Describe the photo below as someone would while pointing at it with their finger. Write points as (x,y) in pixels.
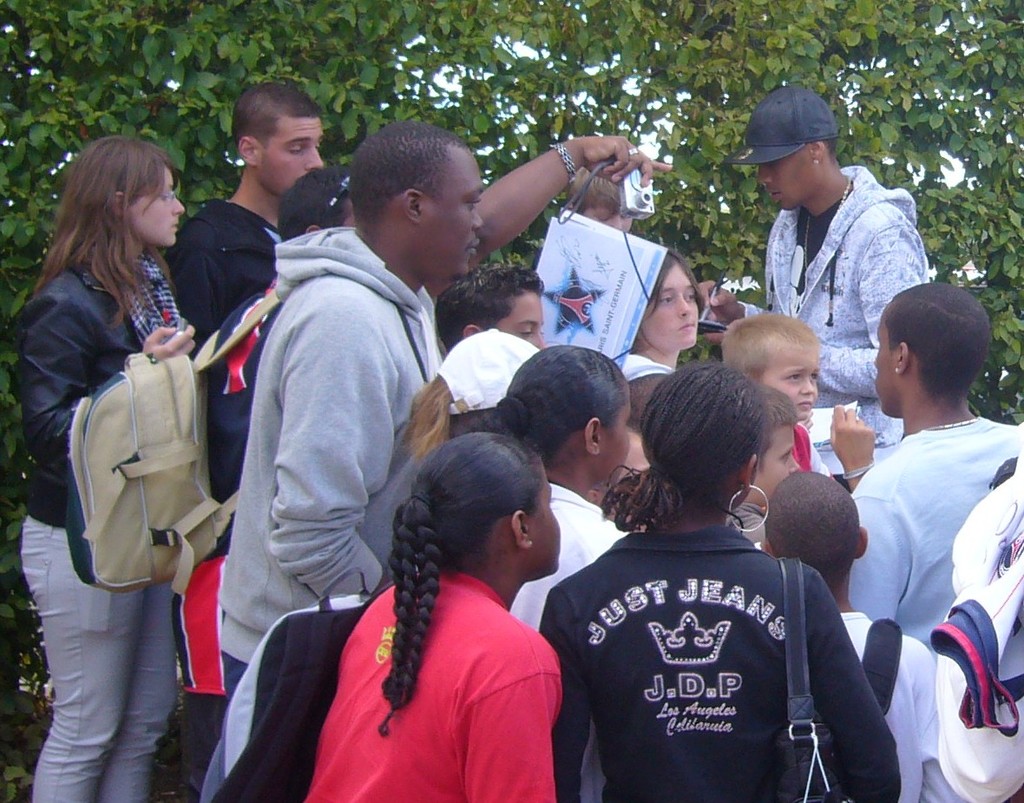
In this image I can see group of persons (324,364) visible and they are holding bags (131,427) and papers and camera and at the top (617,94) I can see trees (580,111).
